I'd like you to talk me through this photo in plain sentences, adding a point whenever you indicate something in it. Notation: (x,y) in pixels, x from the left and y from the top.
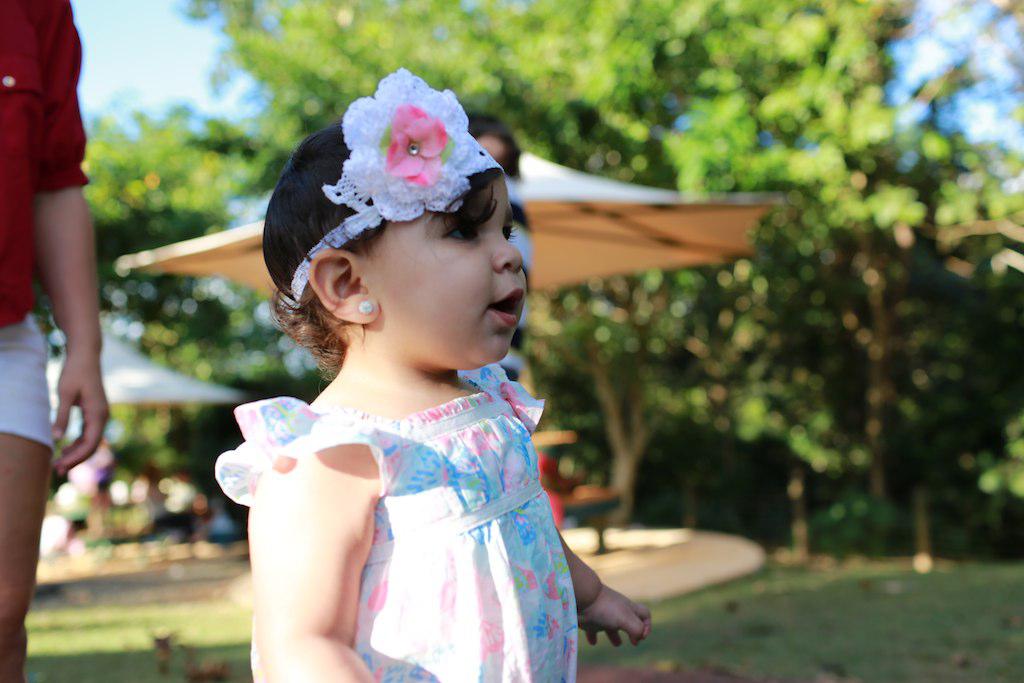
There is a kid (472,569) standing, behind this child (365,529) we can see a person (8,512). Background (144,18) we can see trees (725,66), tents (592,218) and sky (937,38).
